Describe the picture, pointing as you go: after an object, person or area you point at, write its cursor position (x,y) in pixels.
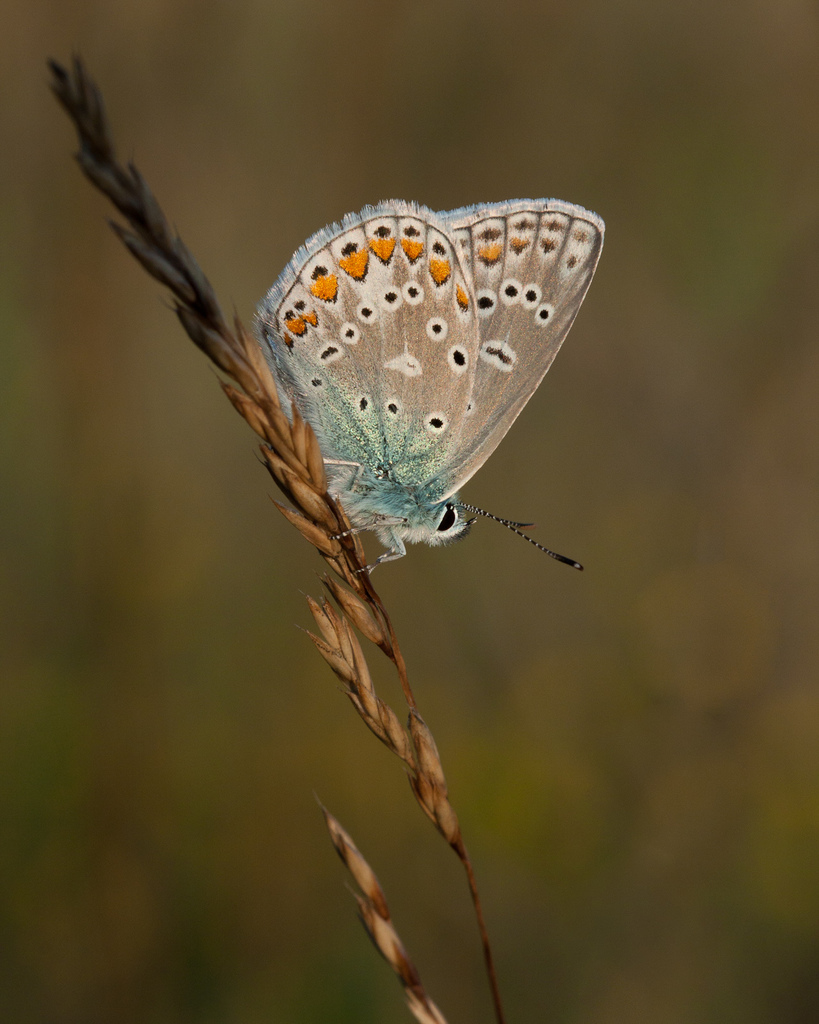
Here I can see a straw (448,834) with grains (272,465). On this there is a butterfly (438,367). The background (750,211) is blurred.
